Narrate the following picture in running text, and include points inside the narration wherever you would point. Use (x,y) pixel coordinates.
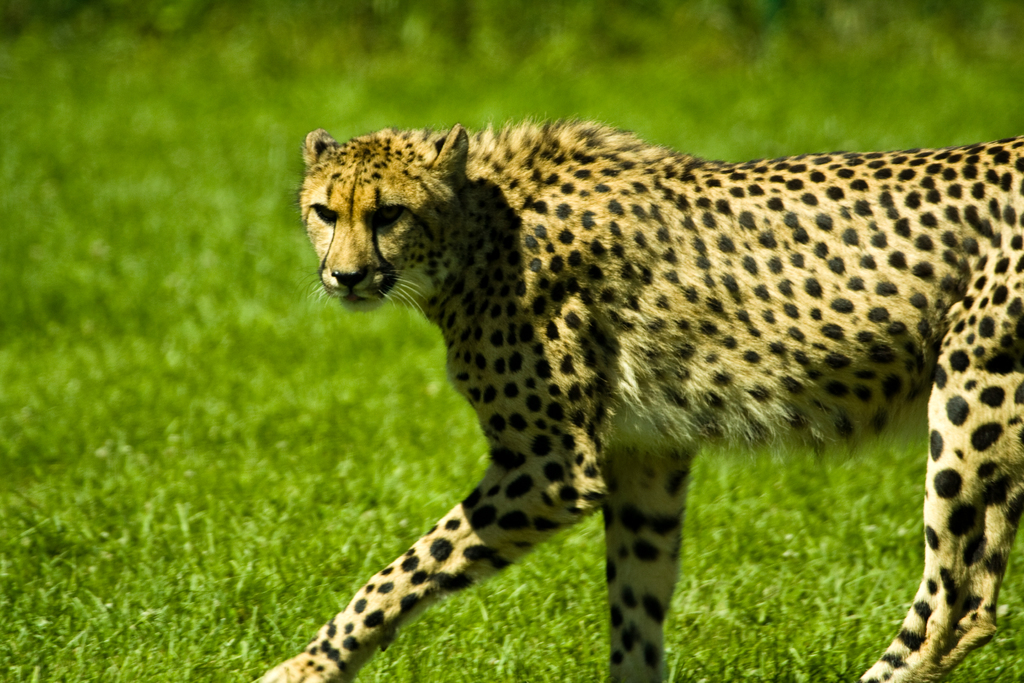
In this image there is a cheetah (629,304) walking on the ground (277,570). In the background (232,171) there is grass (232,233).
